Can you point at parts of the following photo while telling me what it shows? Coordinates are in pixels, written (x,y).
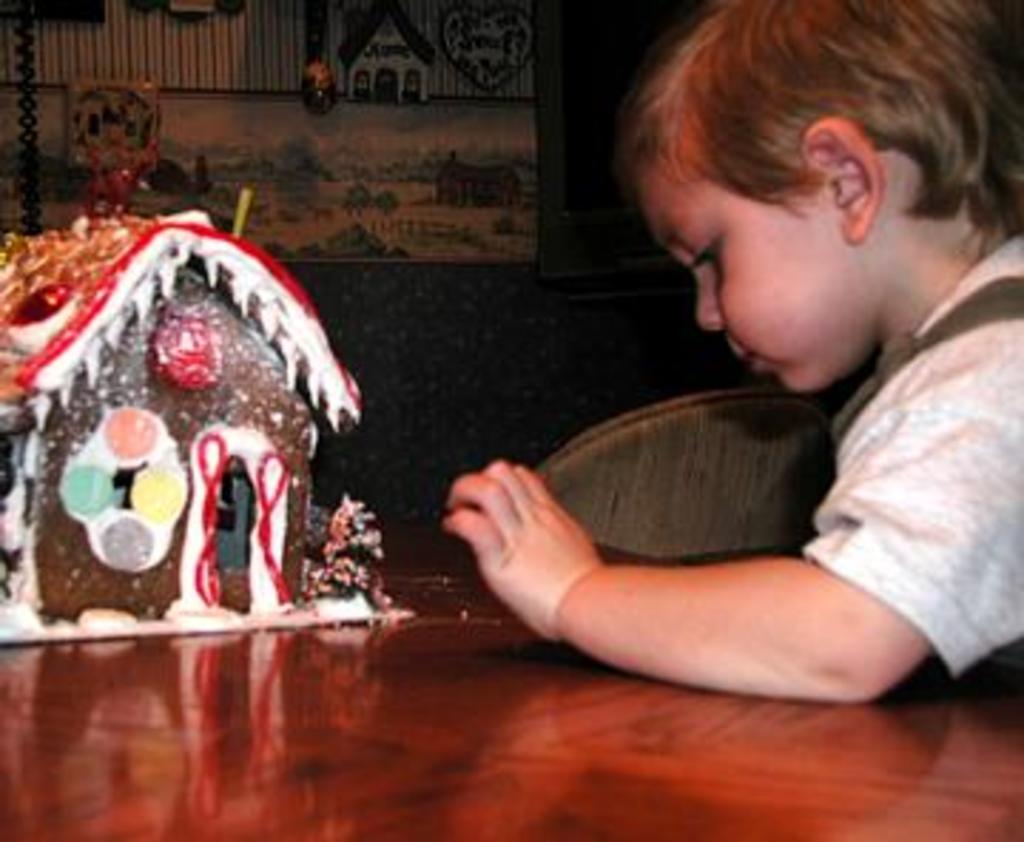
In this image there is a toy house (239,503) on the table (363,634) and there is a child (914,419), beside the child (912,520) there is a chair (650,451) and there is a frame (271,151) hanging on the wall (495,326).
